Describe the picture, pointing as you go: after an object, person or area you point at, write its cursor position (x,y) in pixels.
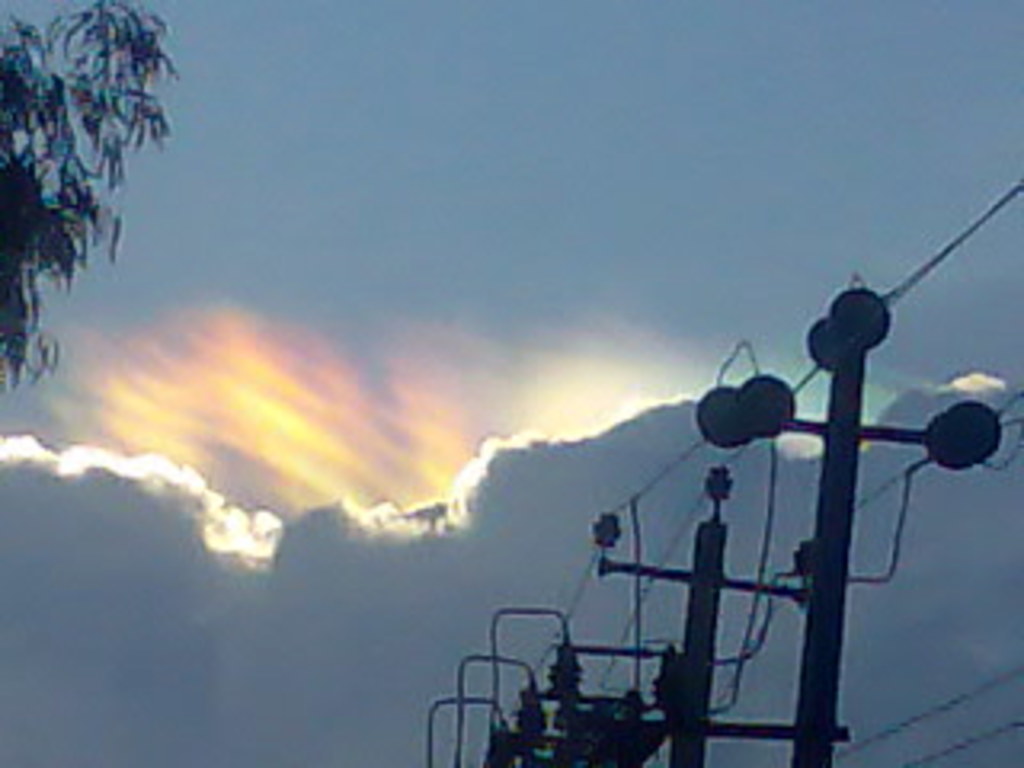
In this image, we can see electrical poles (821,629). There is a branch (73,144) in the top left of the image (112,105). There is a cloud (452,528) in the sky (380,193).
